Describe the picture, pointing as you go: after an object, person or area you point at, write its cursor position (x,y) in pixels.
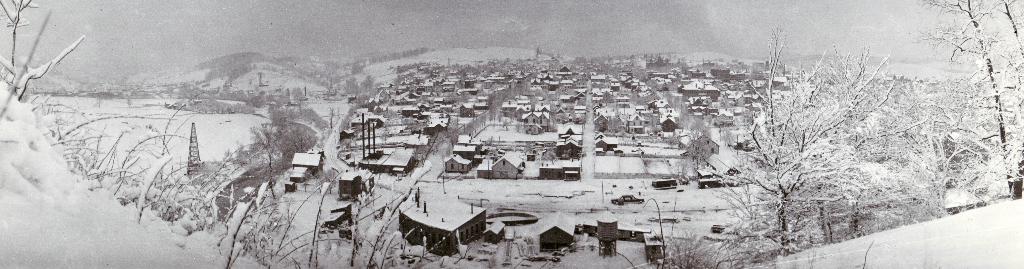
In this picture I see the trees (838,135) in front (861,164) and I see the snow (959,252). In the background (198,97) I see number of buildings (422,91) and I see few more trees (355,110) and I see that this is a black and white image.
